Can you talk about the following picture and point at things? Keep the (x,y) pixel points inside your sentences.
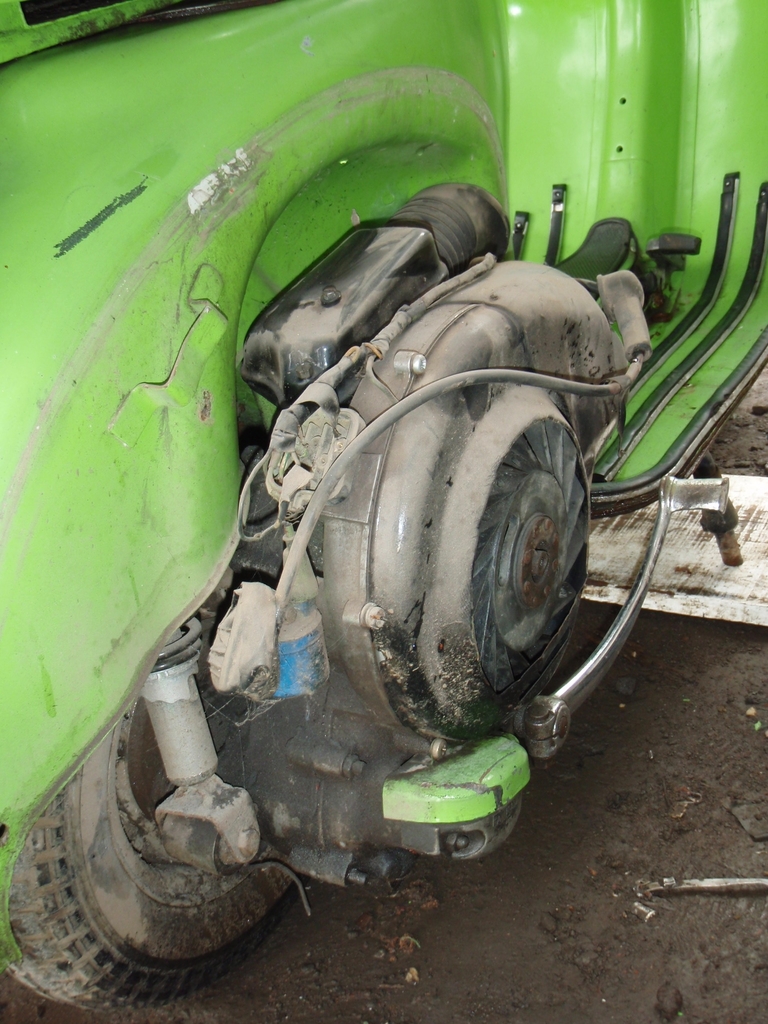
This picture shows a scooter (745,2). It is green in color.
